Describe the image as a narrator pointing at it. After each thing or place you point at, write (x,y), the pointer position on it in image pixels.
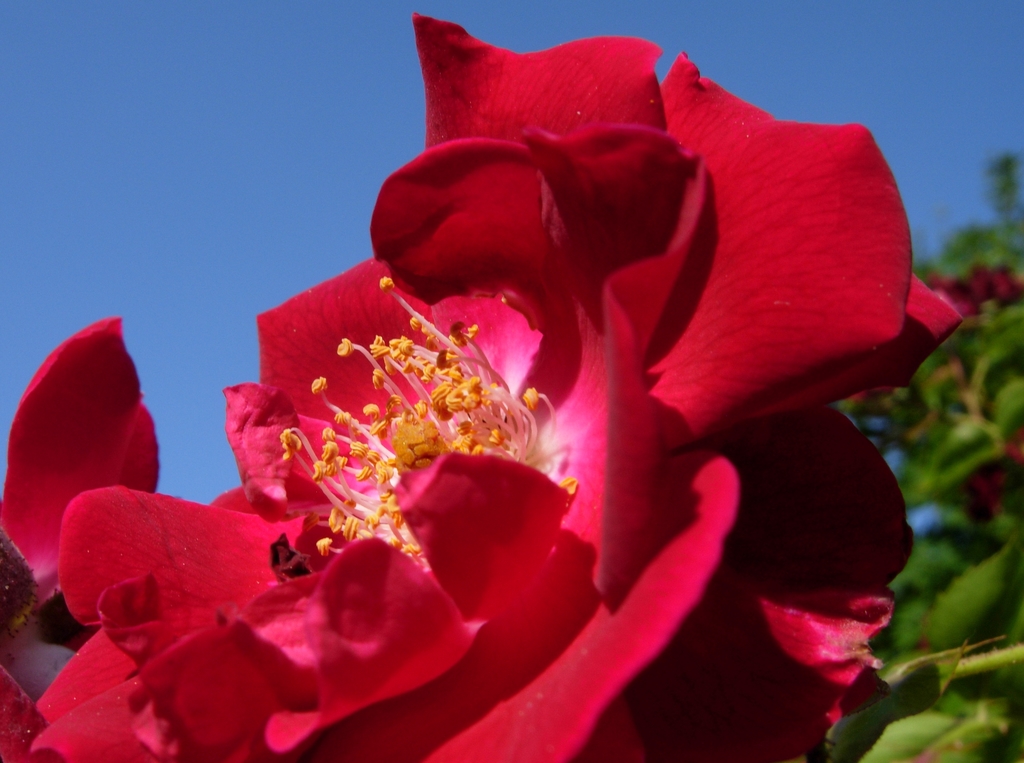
In this picture we can see flowers (42,487), leaves (1022,467) and in the background (936,211) we can see the sky (47,161).
